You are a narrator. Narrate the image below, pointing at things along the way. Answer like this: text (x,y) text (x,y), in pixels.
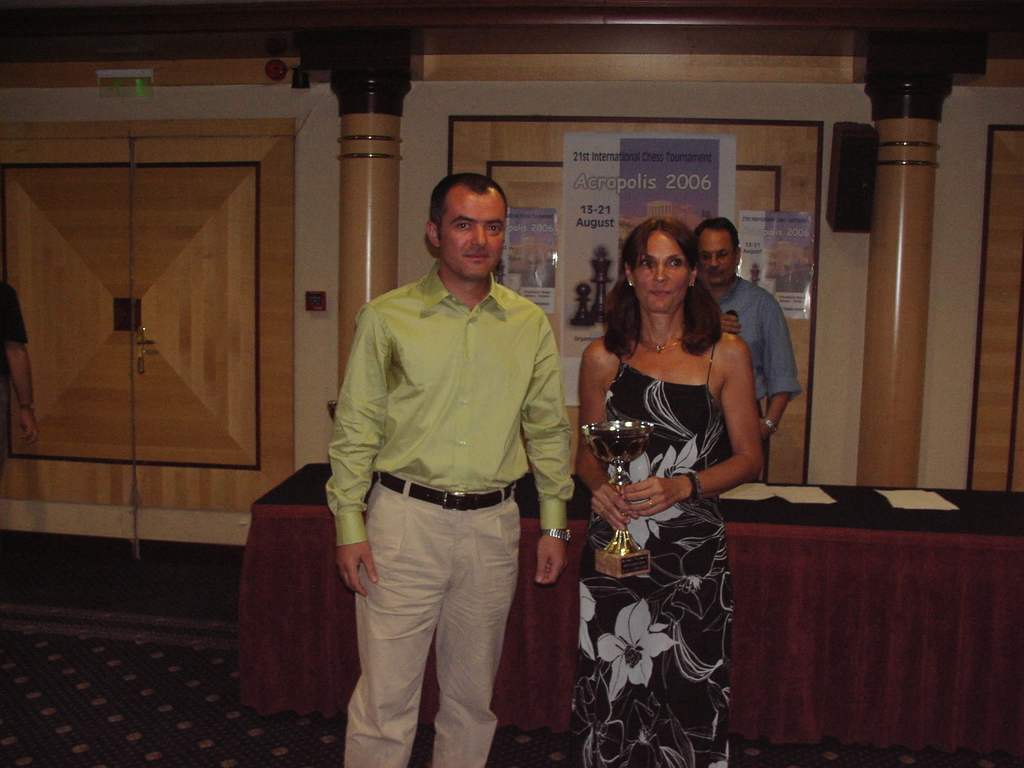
In this image we can see two persons (395,469) and among them a person (627,413) is holding an object (620,439). Behind them there is a table (883,536) and a person (785,348) holding a mic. In the background (196,441), we can see a wall (320,257) and pillars (934,159). On the wall (963,180) we can see the posters (574,242) with text (514,232). On the left side (17,410), we can see another person (3,408).
